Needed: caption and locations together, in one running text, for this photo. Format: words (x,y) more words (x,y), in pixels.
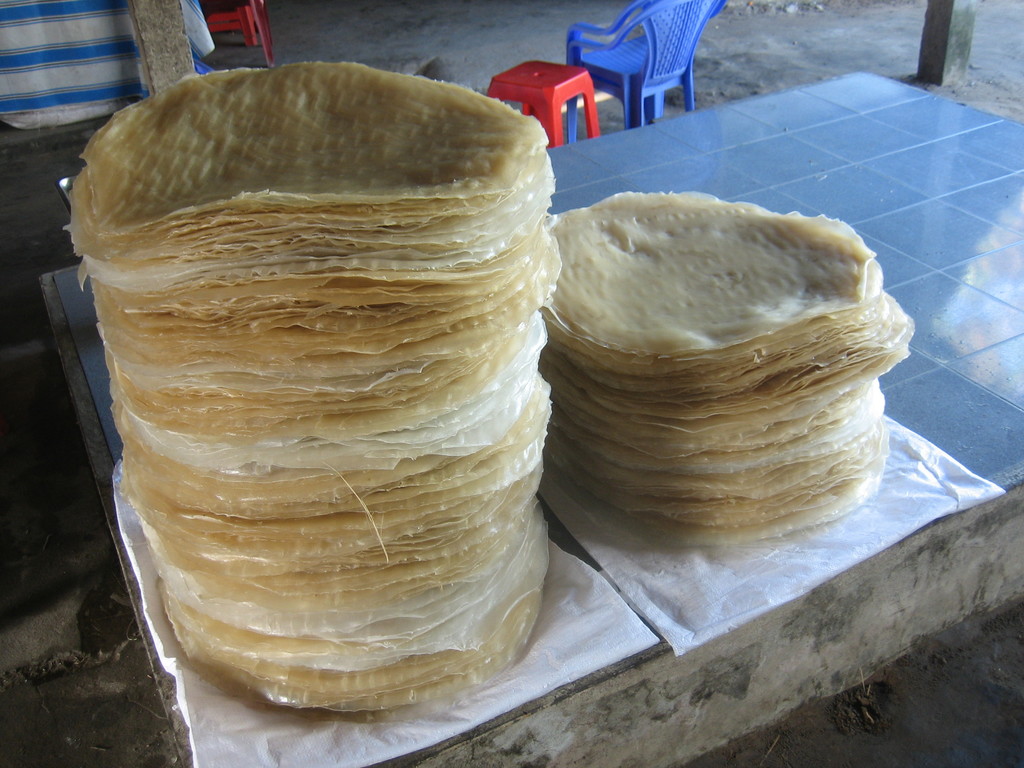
In this image there is some food (562,483) kept on the cover (671,646) which are on the table (913,410). There are few chairs (624,93) and stool (562,87) are on the land (505,54). Left top there is a cloth (37,100).
